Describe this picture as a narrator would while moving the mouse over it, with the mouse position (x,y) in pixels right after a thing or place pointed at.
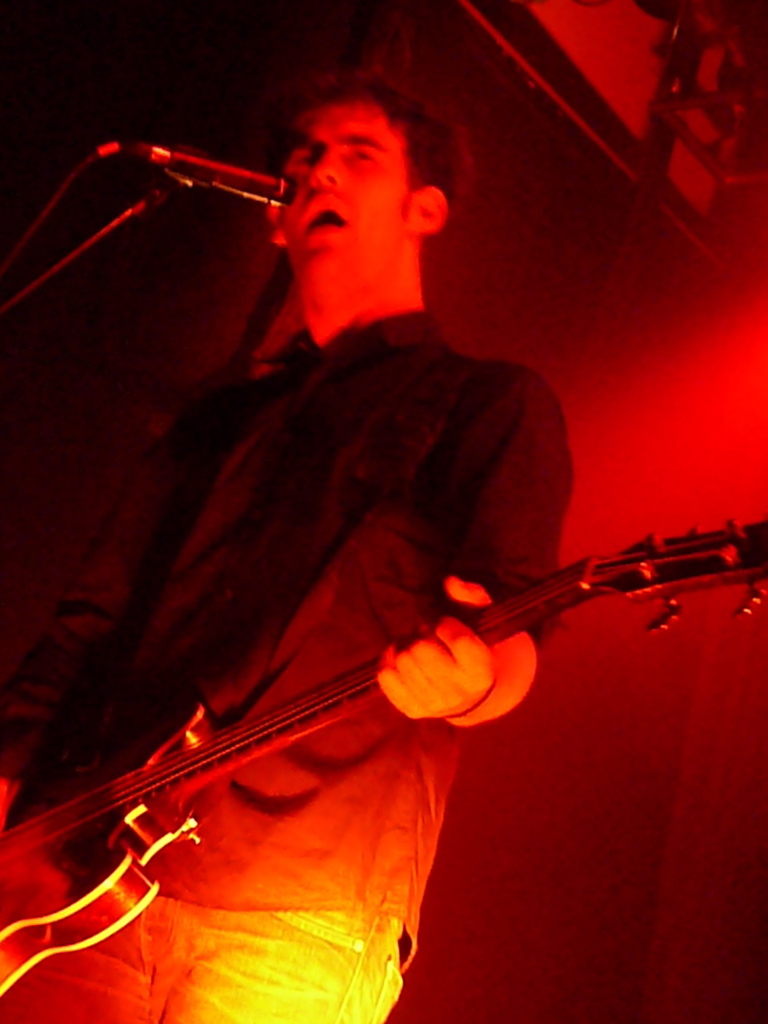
In the foreground of this image (319,826), there is a man (301,760) holding a guitar (264,748) and standing in front of a mic stand (189,172) and we can also see the red light (664,468).
